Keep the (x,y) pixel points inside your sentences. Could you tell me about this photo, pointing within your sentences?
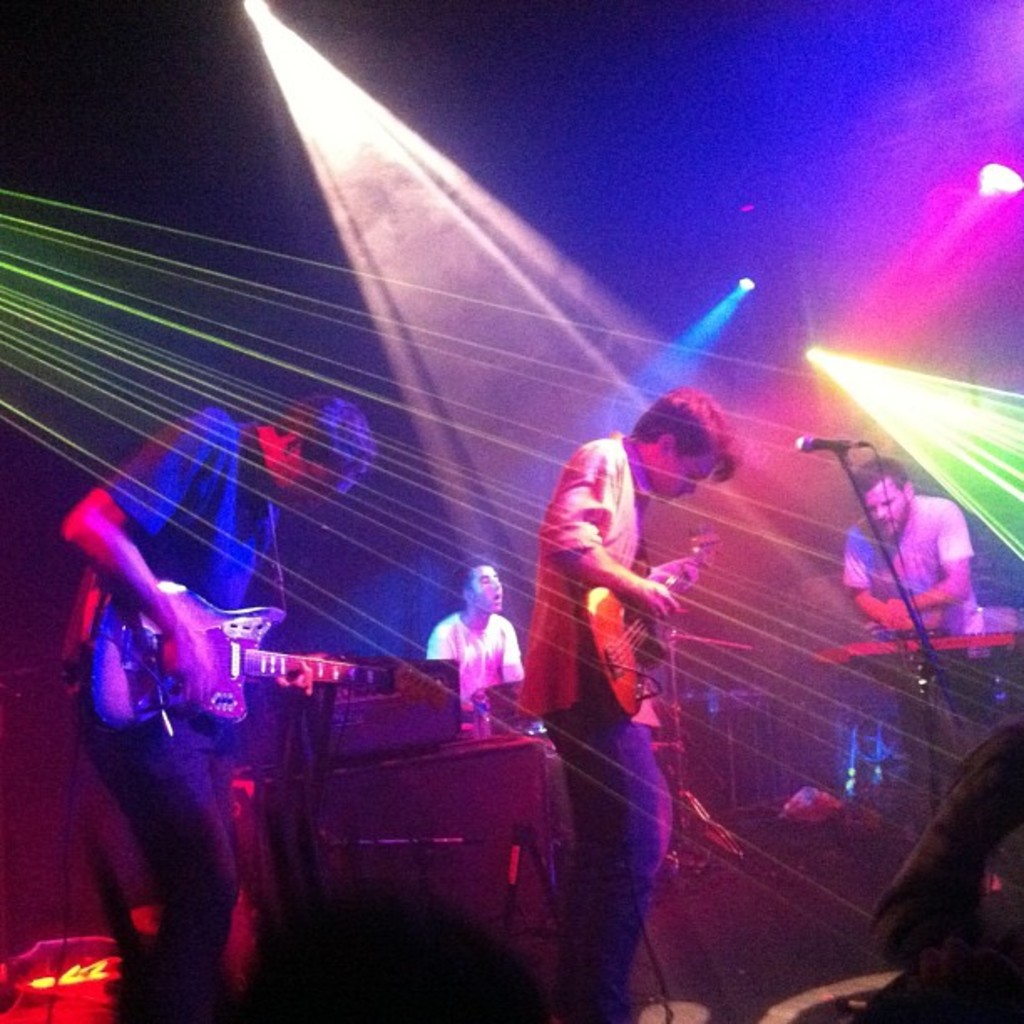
In the image we can see there are people (578,657) who are standing and holding guitar (149,667) in their hand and at the back (472,648) there is a man (484,660) who is sitting and playing drums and another man (926,589) is standing and playing casio (911,638).
